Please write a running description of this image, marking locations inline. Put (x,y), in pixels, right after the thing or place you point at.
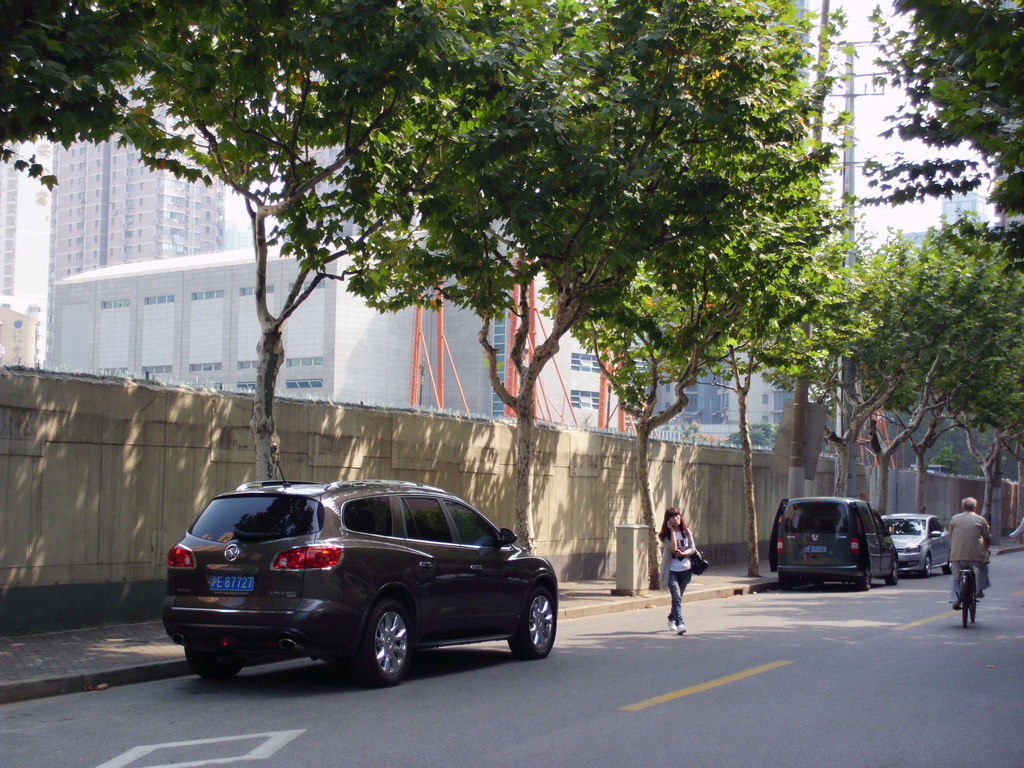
In this picture we can see a woman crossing the road (739,715) and a person (988,575) on the bicycle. There are three cars (501,609) on the road (624,679). This is the wall (67,509). These are the trees (697,255). And there is a pole (845,167). And on the background (203,265) there are buildings (431,331) and this is the sky (870,115).
